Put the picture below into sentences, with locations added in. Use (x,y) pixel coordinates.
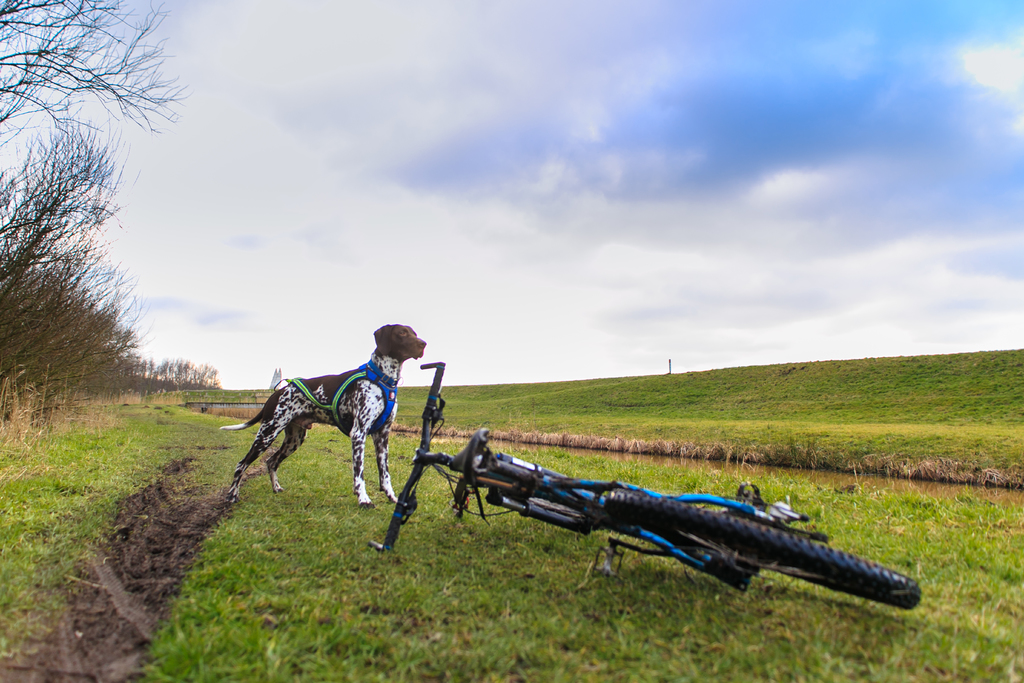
Here we can see a bicycle (628,494) on the ground (435,541) and there is a dog (292,386) with belts (358,371) tied to its body (309,410) is standing on the ground (293,482). In the background (169,361) we can see grass (664,399), an object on the ground (434,509), bare trees (181,385) on the left side (65,338) and clouds (568,142) in the sky (523,238).
